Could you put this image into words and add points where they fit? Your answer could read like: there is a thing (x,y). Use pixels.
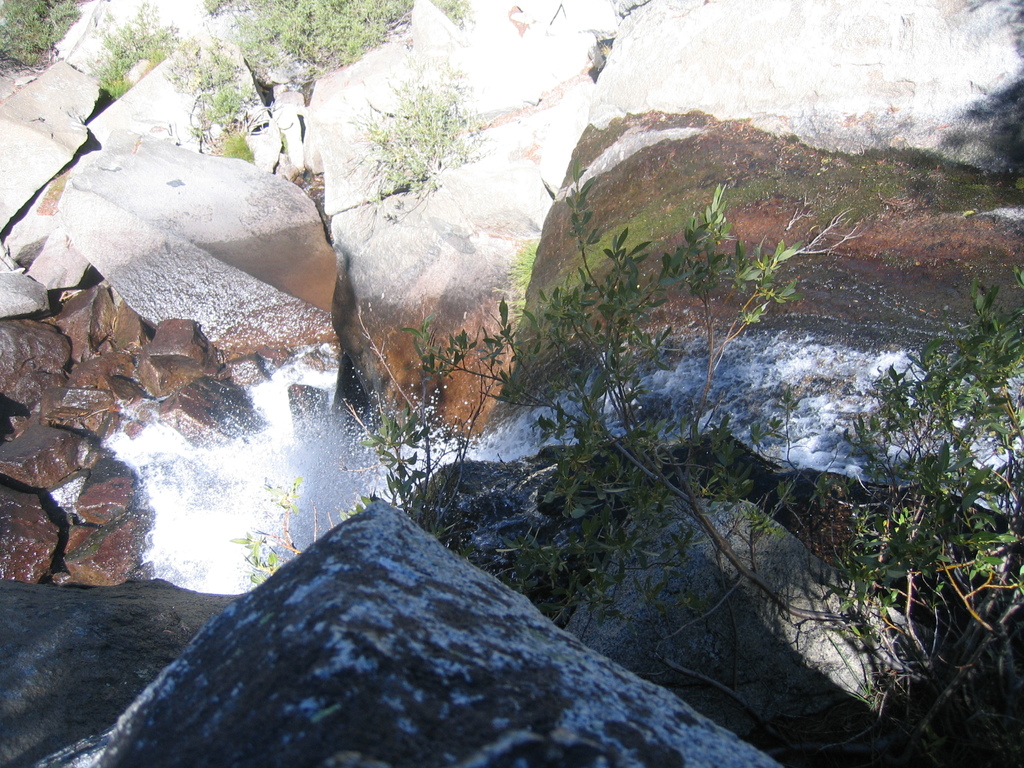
In this image, we can see a water flow (685,412), rocks (355,711), few plants (546,429) and algae (736,214).
